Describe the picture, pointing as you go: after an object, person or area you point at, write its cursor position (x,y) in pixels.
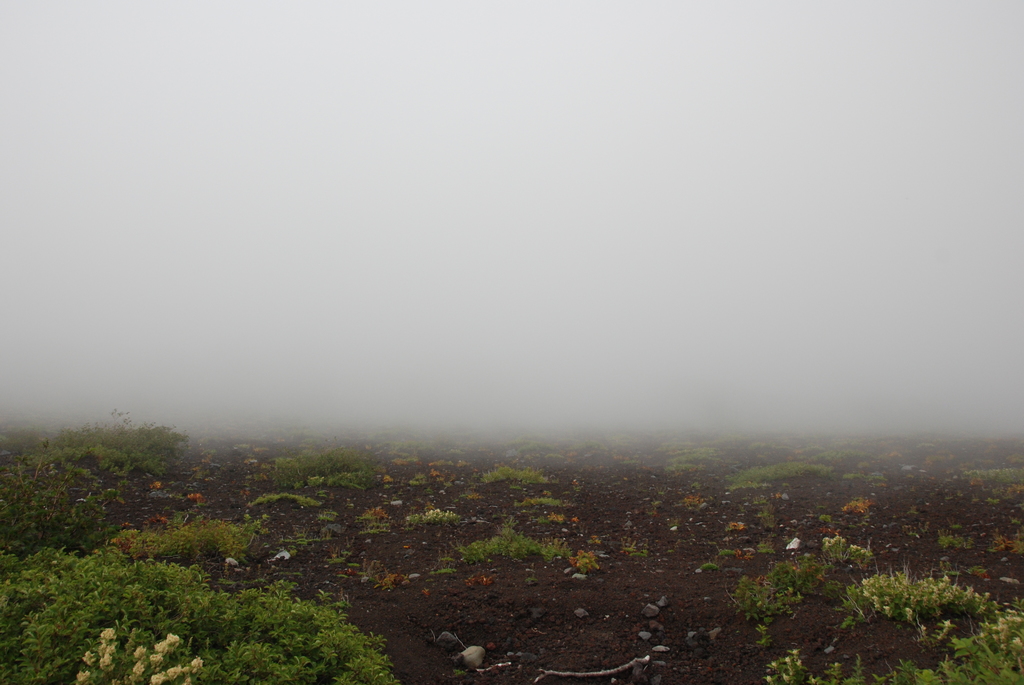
This picture is clicked outside the city. In the foreground (718,563) we can see the plants (165,595) and the stones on the ground (678,642). In the background (668,200) we can see the sky (271,137).
